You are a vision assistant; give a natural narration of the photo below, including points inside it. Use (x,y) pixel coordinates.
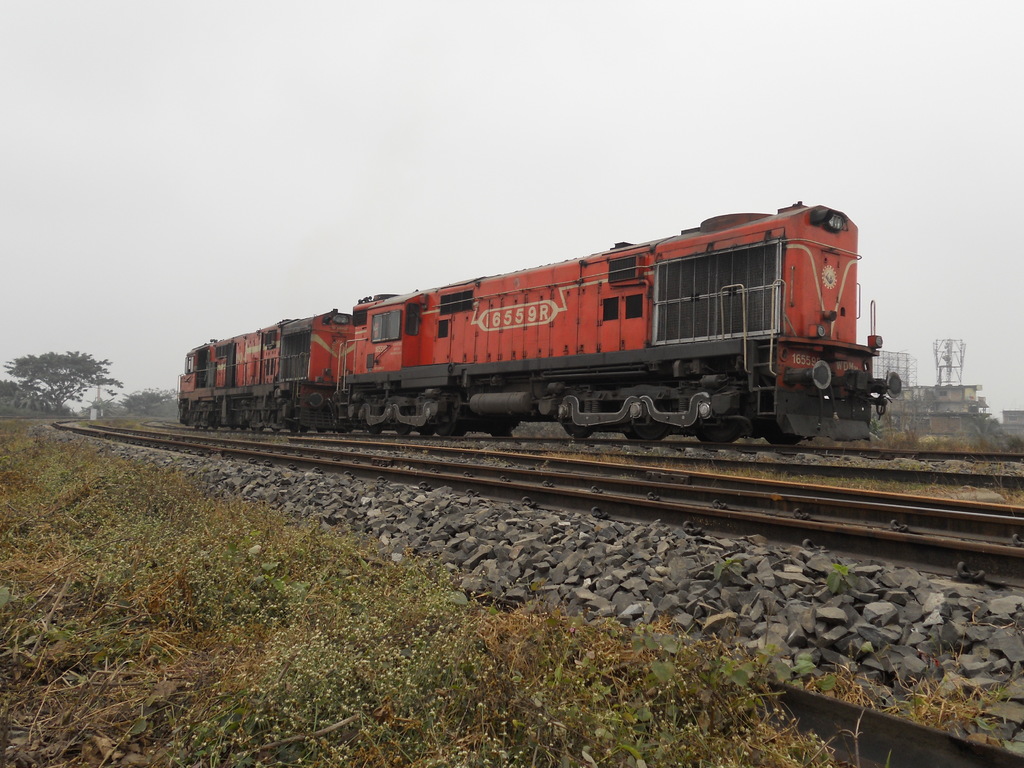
This image is taken outdoors. At the top of the image (423,178) there is the sky (537,196). At the bottom of the image (339,717) there is a ground (74,732) with grass (121,727) on it and there are a few plants (387,655) on the ground (374,600). In the background (75,380) there are a few trees (80,378). There is a tower (950,367) and there is a building (955,405). A train (396,398) is moving on the track (796,448) and there are two tracks (873,518) and there are many pebbles (583,575).
